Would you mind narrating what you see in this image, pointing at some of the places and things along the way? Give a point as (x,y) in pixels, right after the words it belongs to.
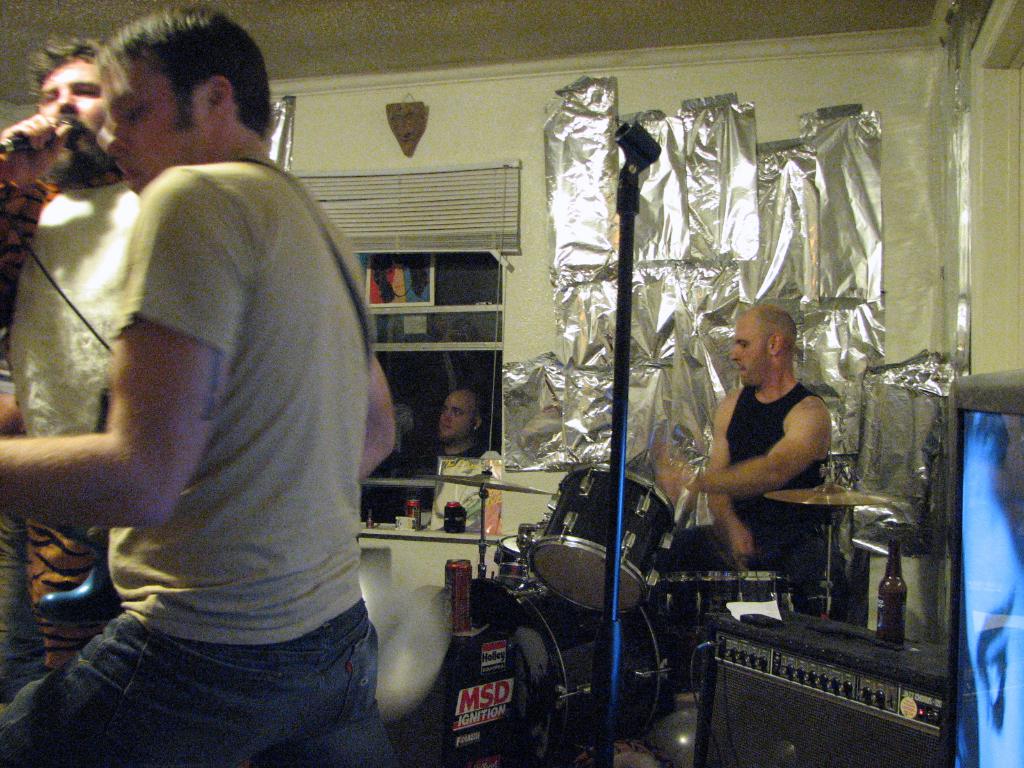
This picture shows a man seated and playing drums (556,563) and we see a man (144,286) Standing and holding a guitar (97,535) in his hand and we see other man (36,182) holding a microphone (1,143) and singing and we see other man (448,417) watching it from the window (409,417) and we see blinds (492,212) to the window (487,274) and we see a silver paper (554,123) on the wall (916,287).
